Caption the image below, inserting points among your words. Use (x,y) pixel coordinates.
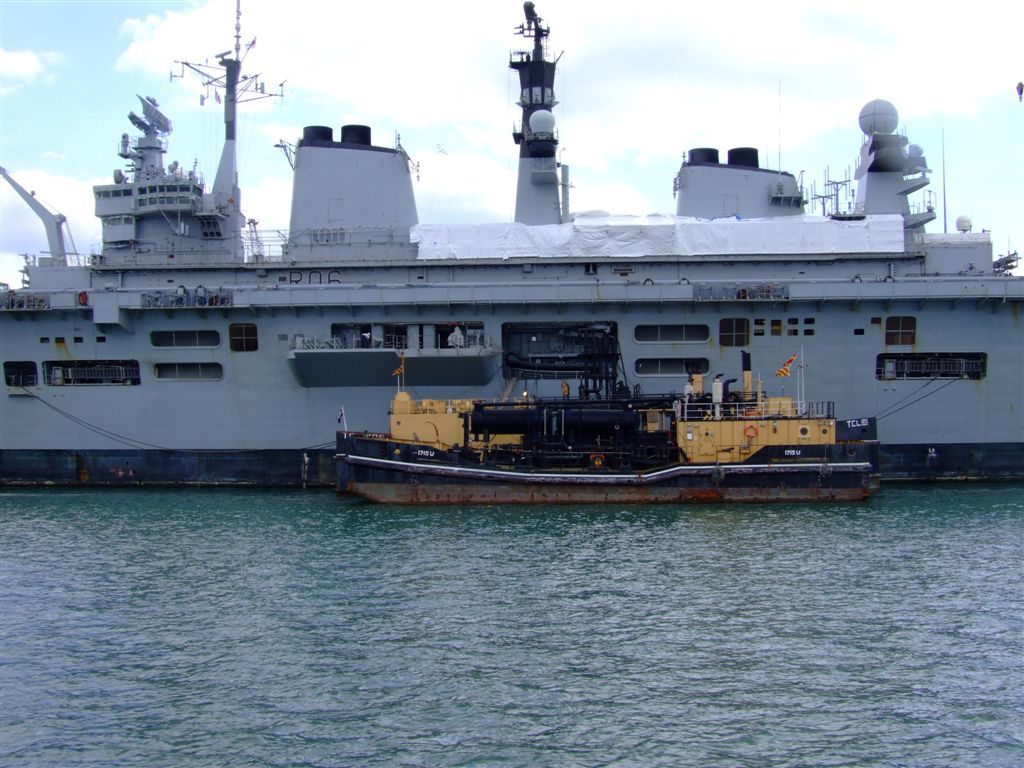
We can see ships (647,438) above the water (383,562). In the background (753,35) we can see sky (127,43) is cloudy.
